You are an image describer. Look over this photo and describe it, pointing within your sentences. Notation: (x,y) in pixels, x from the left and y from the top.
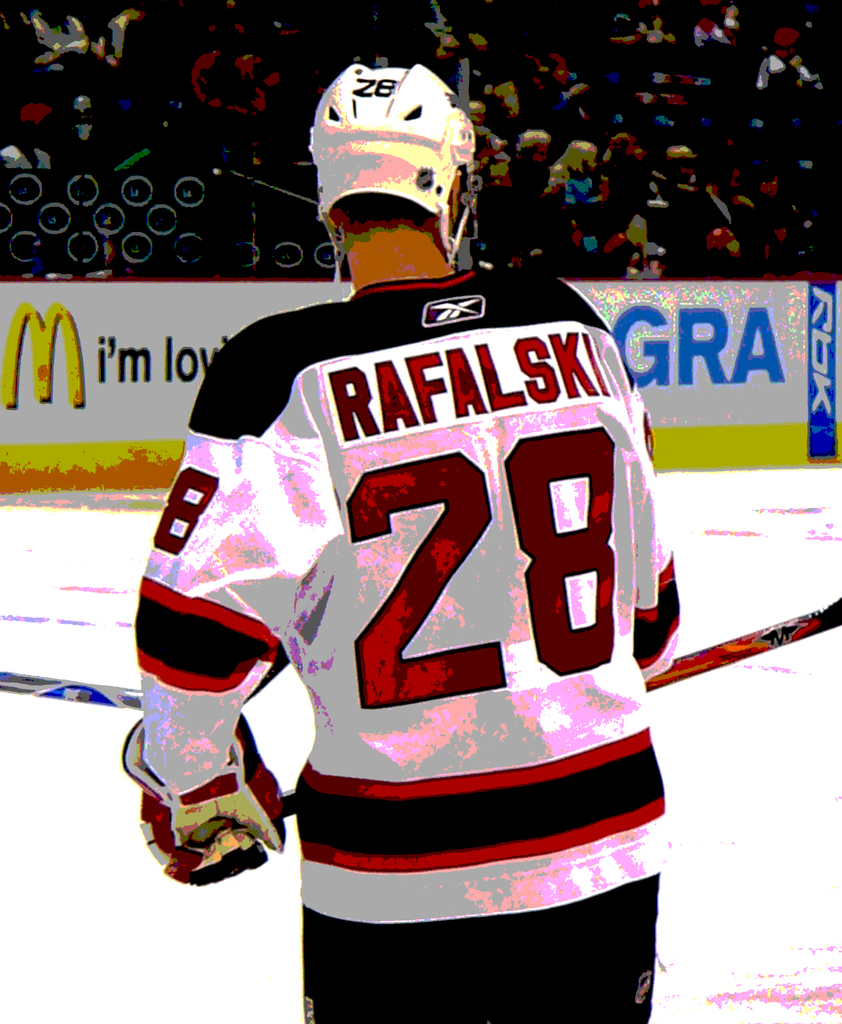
In this image I can see a person (445,416) wearing a helmet (402,132) and colorful dress (536,470) visible on the ground (68,629) I can see in the background (559,54) crowd (258,74) of people (611,66) and this picture is an edited image.
